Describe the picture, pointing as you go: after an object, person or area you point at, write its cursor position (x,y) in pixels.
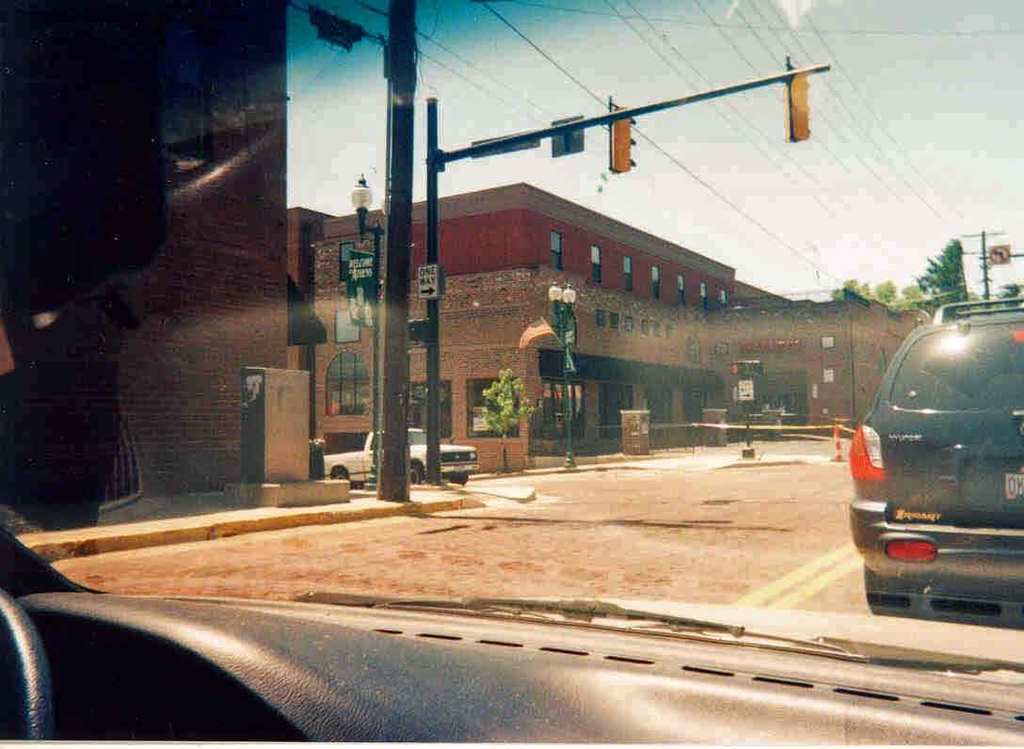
This picture shows few buildings (616,348) and we see cars (1014,571) and a mini truck (351,468) on the road (388,557) and we see trees (933,302) and few pole lights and couple of electrical poles (395,366) and traffic signal lights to a pole (431,146) and we see sign board (433,272) on the sidewalk (688,464) and a blue cloudy Sky (467,130).
